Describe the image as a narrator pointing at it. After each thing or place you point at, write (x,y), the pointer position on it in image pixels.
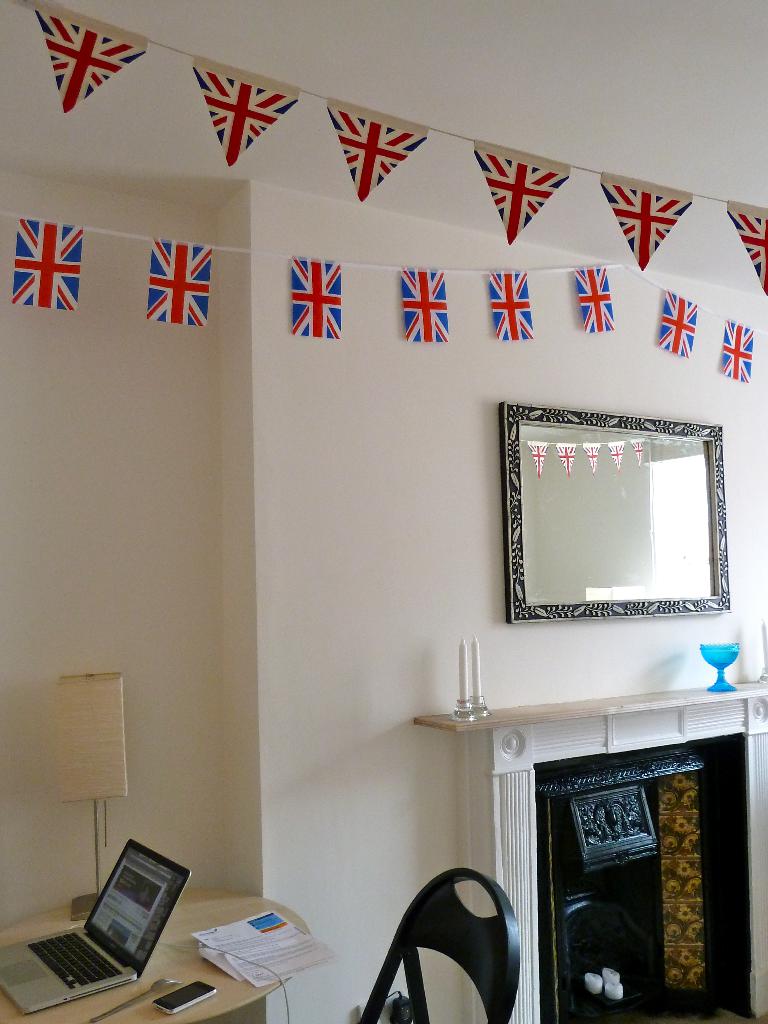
In the picture we can see a inside view of the house (544,804) with a wall (131,473) on it we can see a mirror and under it we can see small shelf (582,718) to the wall (560,699) on it we can see a blue color glass (716,688) and beside it we can see a table (125,1021) and a chair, on the table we can see a laptop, mobile phone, and some papers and to the ceiling (26,122) we can see some flags (631,243) to the thread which are decorated to the ceiling (422,147).
